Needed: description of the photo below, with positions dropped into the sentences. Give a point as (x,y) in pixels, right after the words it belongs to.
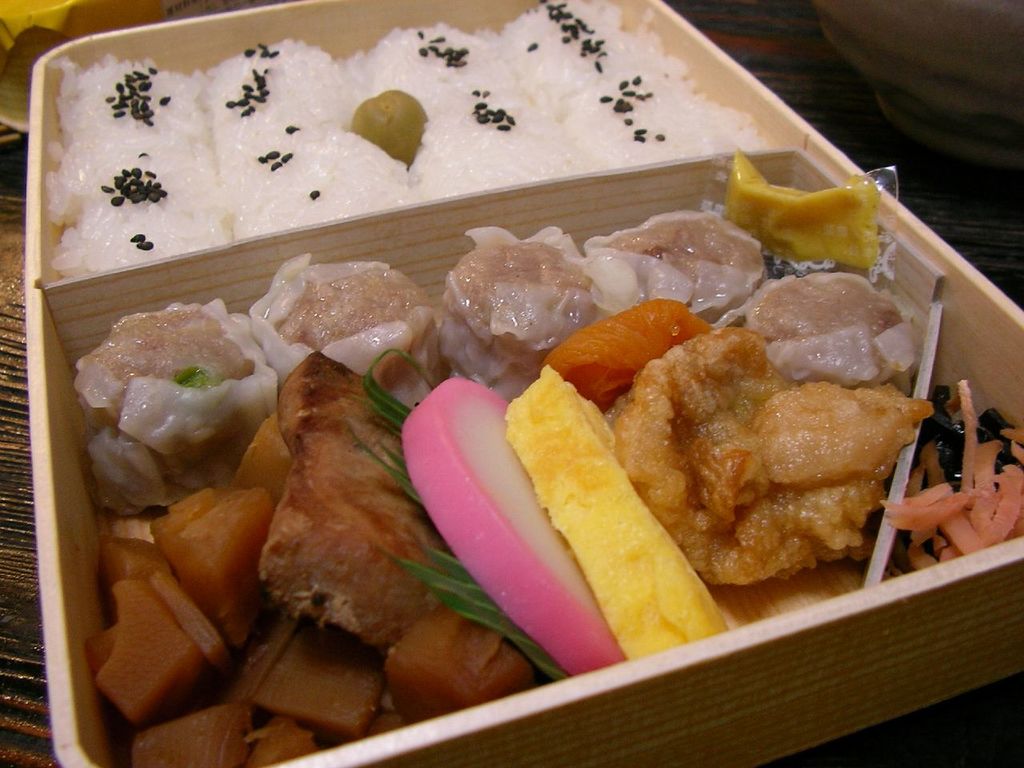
In this image we can see a box (882,664) on a surface (982,700). In the box (863,649) there is rice (207,186) with sesame seeds (136,196) and some other thing (406,135). Also there are some other food items (412,369).
